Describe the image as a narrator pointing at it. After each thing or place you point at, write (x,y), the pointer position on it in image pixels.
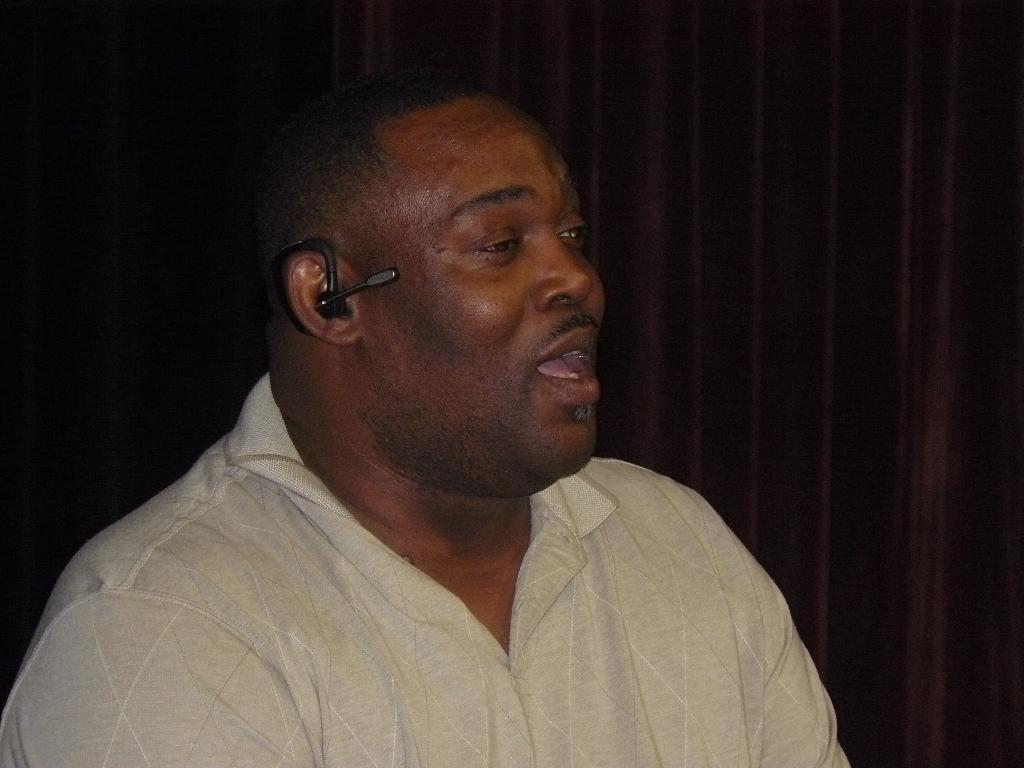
In this image we can see a person (440,494) wearing a Bluetooth earphone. On the backside (799,315) we can see a curtain (764,326).
